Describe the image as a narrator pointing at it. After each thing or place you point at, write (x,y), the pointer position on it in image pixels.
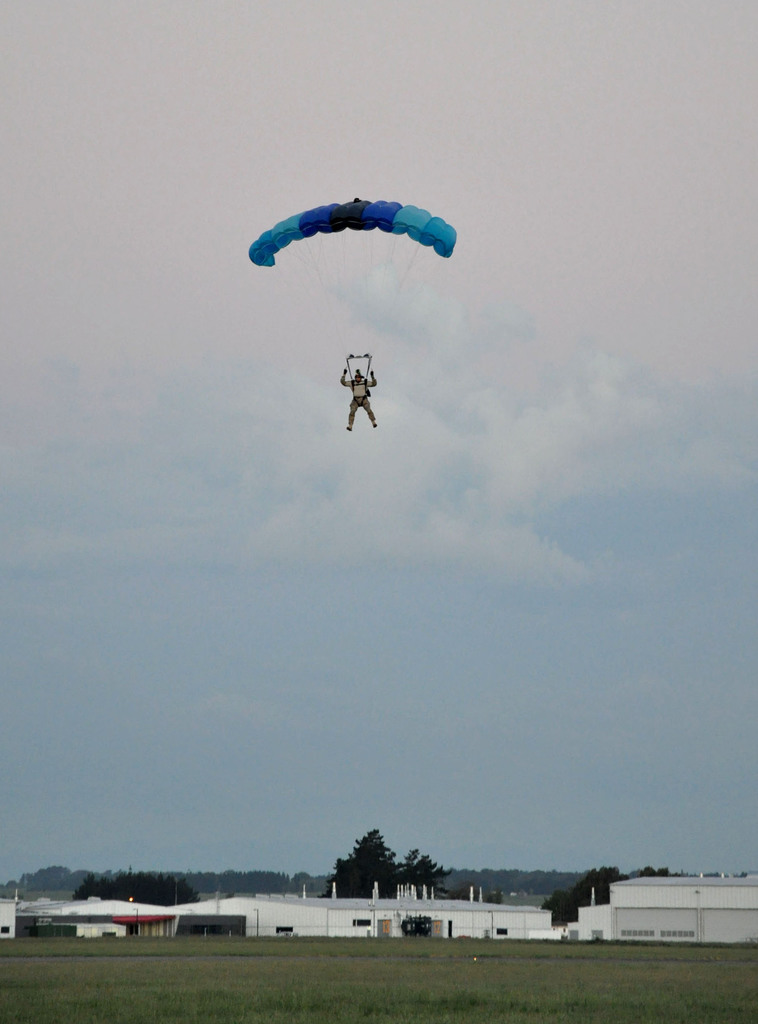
In this picture we can see a person (355,388) flying with the help of parachute (351,218), there are some houses (539,914) and trees (459,885) and we can see clouded sky (425,584).
